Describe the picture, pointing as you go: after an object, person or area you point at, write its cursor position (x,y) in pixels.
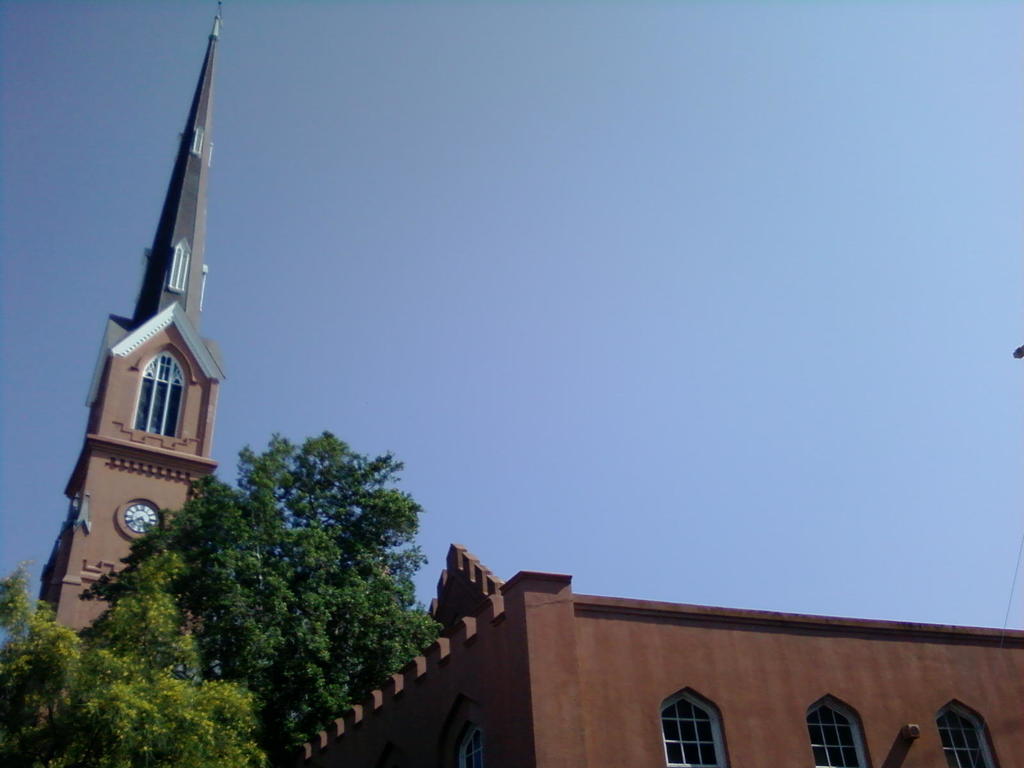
In this image there is a building (686,684) on the bottom right side of this image (719,730) and there are some trees (292,655) on the bottom left side of this image (182,643) and there is a tower (107,337) on the left side of this image (157,266) and there is a sky (426,229) on the top of this image (621,131).
